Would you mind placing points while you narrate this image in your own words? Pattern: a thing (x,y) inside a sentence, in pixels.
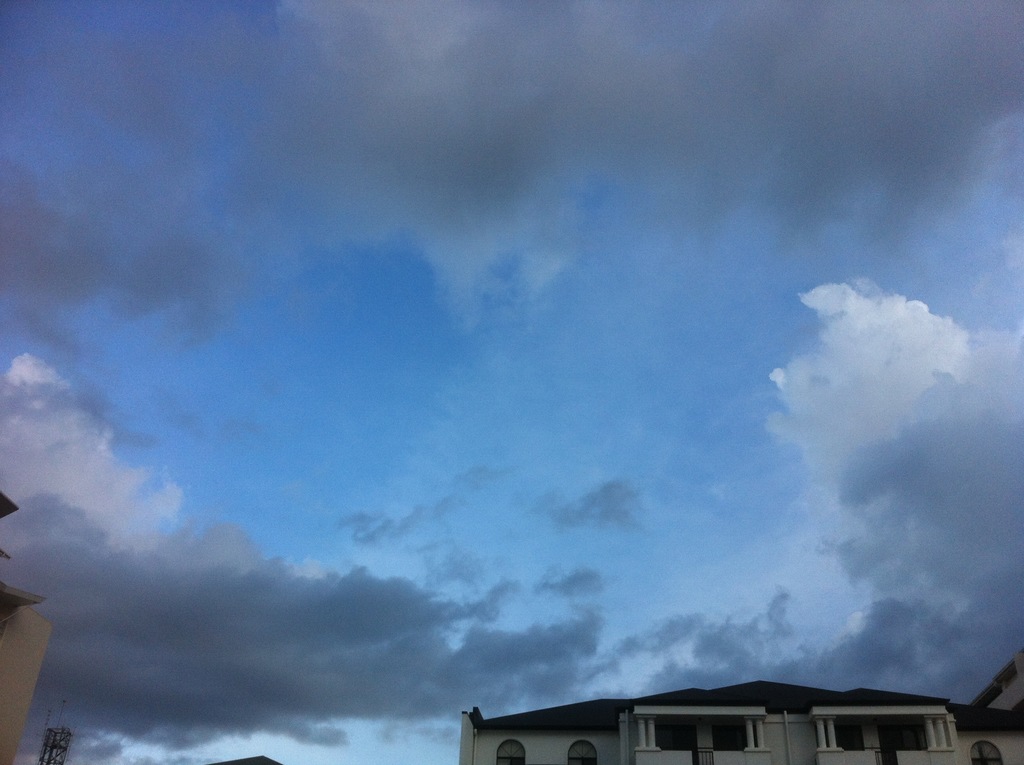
In this picture we can observe a building (671,739) here. In the background (60,364) there is a sky (407,589) with number of clouds (164,626).
